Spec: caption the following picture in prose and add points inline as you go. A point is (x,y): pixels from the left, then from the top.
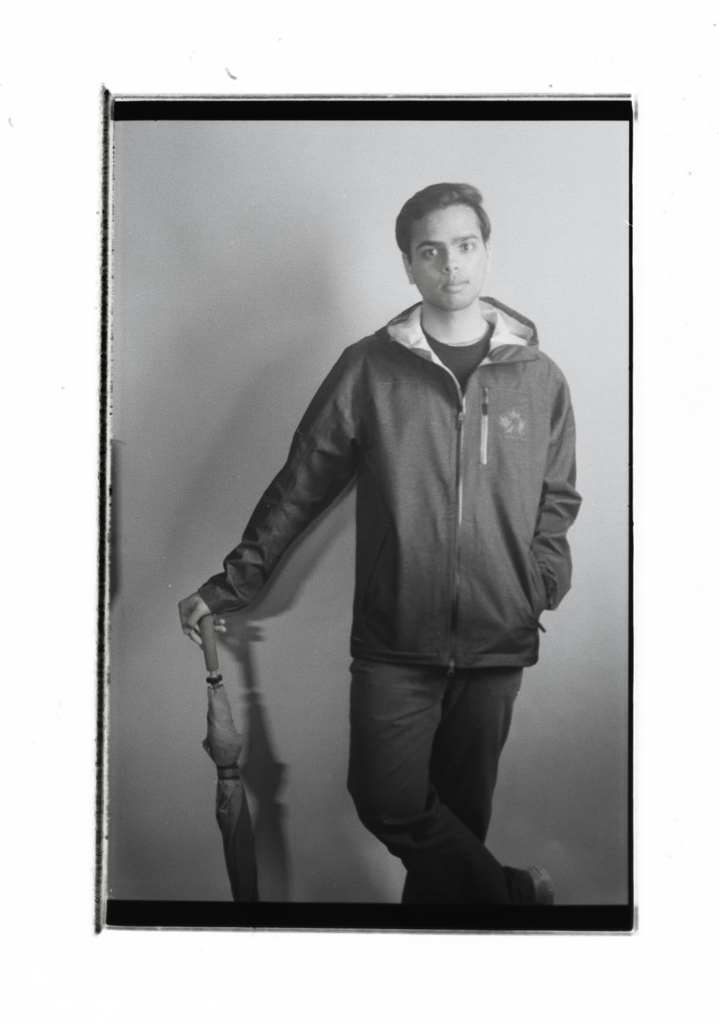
In this image I can see a man (401,511) is standing. Here I can see an umbrella (221,817). This picture is black and white in color.
